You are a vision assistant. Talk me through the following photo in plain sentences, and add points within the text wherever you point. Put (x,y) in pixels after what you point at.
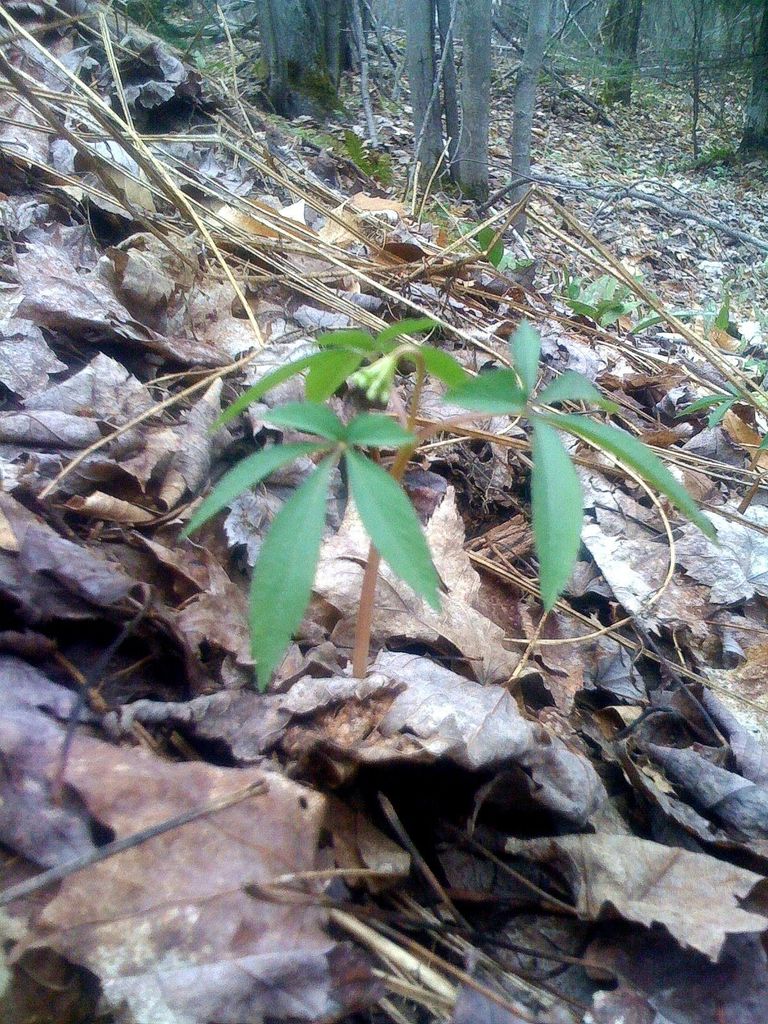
This picture is taken from the forest (679,49). In this image, in the middle (266,628), we can see a plant (398,354) with green leaves (279,414). In the background (567,22), we can see some wooden trunk (446,53), trees (716,31), at the bottom (470,809), we can see the leaves (447,604) on the land (349,874).
